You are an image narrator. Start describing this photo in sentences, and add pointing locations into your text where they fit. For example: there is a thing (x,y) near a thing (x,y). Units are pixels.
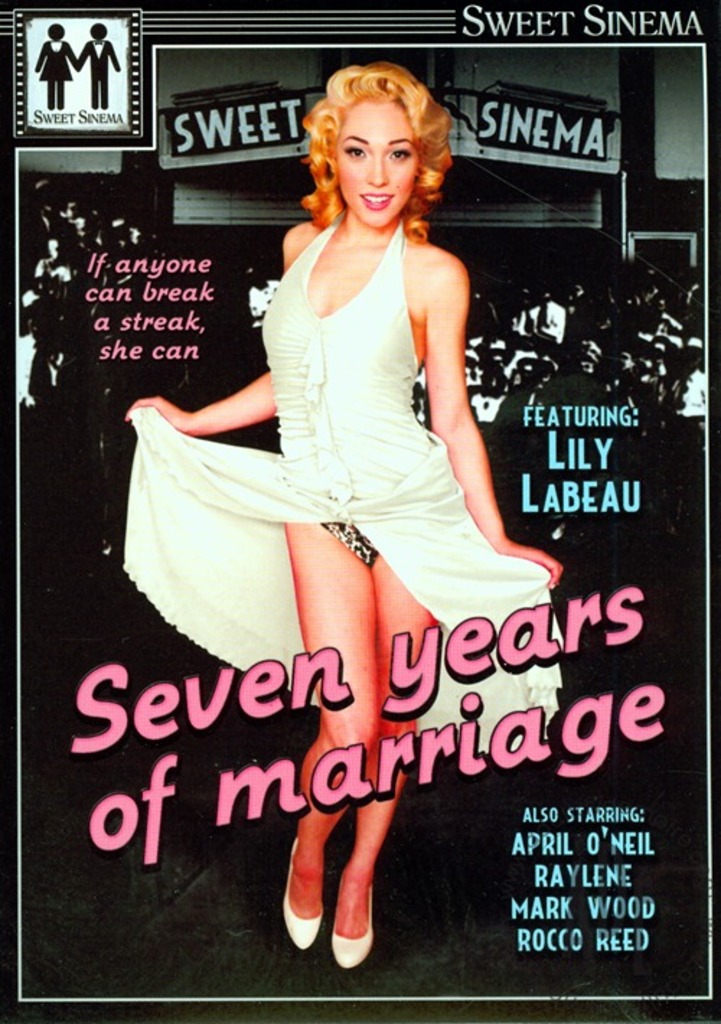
In this image we can see the poster (316,291) of a woman (403,198). We can also see the text (327,794) and also the logo (85,91) in the top left corner (88,56).
